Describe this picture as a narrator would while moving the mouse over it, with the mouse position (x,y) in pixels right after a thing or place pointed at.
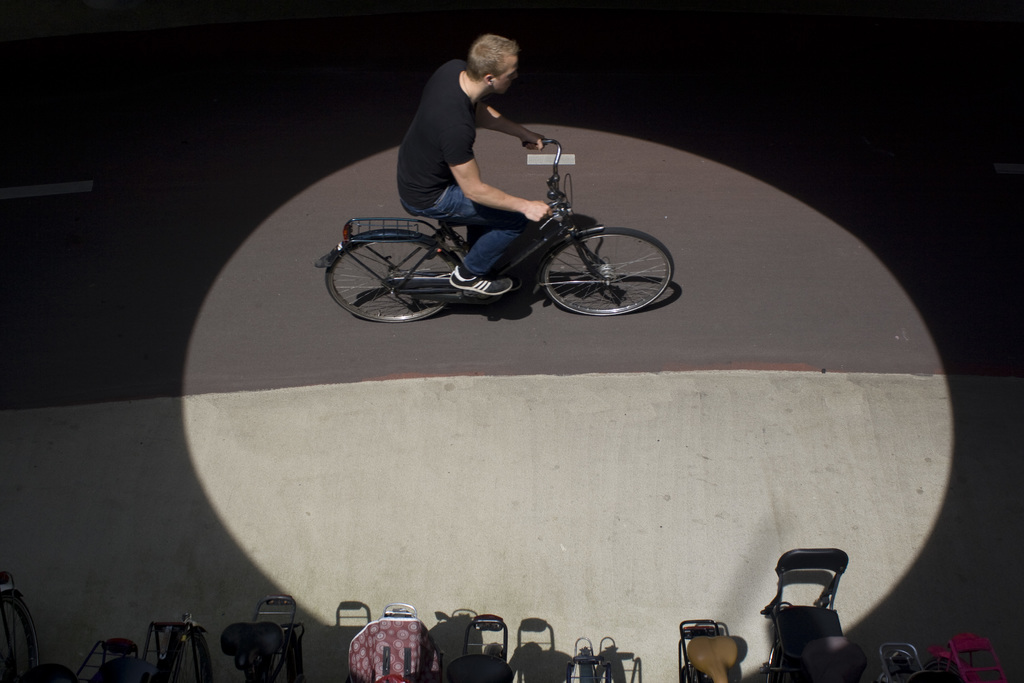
In this image I see a man (462,113) over here who is on this cycle (451,221) and I see number of cycles (193,642) over here and I see the path (393,332) and I see that it is dark over here.
